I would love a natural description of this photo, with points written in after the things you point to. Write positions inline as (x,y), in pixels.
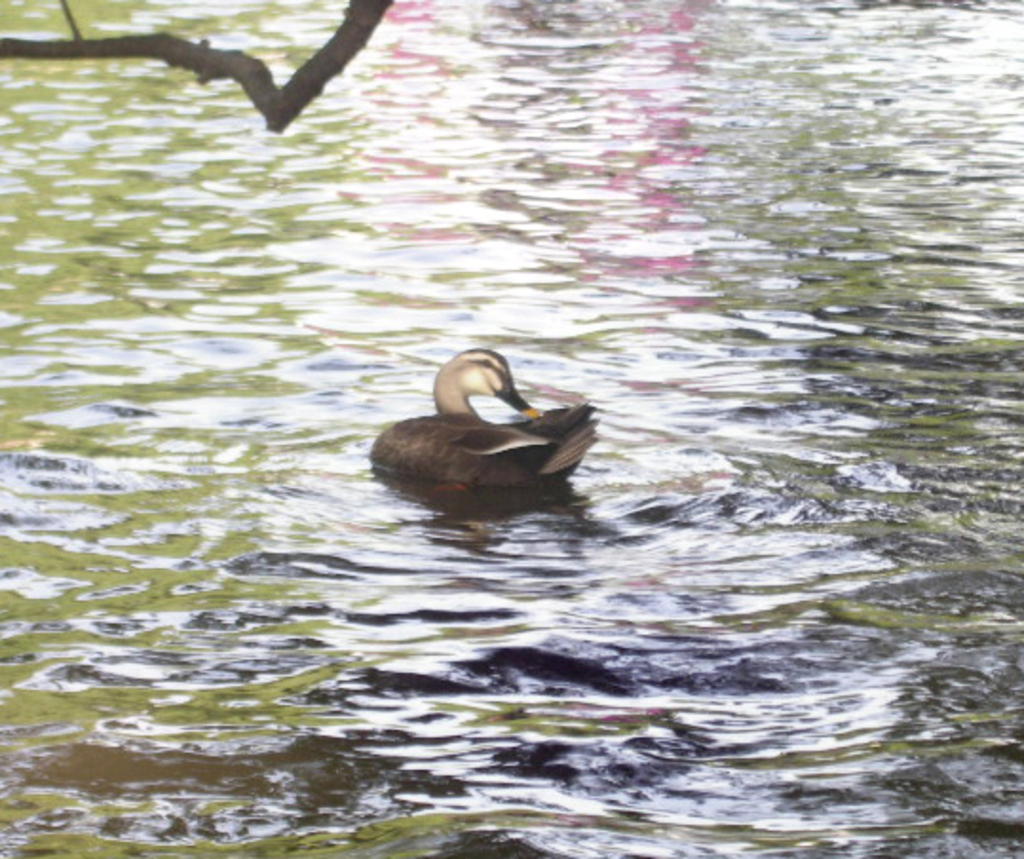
In this image I can see the bird (413,469) on the water (376,574). The bird (428,466) is in black and cream color. To the left (340,65) I can see the branch (87,46) of the tree (187,44).
